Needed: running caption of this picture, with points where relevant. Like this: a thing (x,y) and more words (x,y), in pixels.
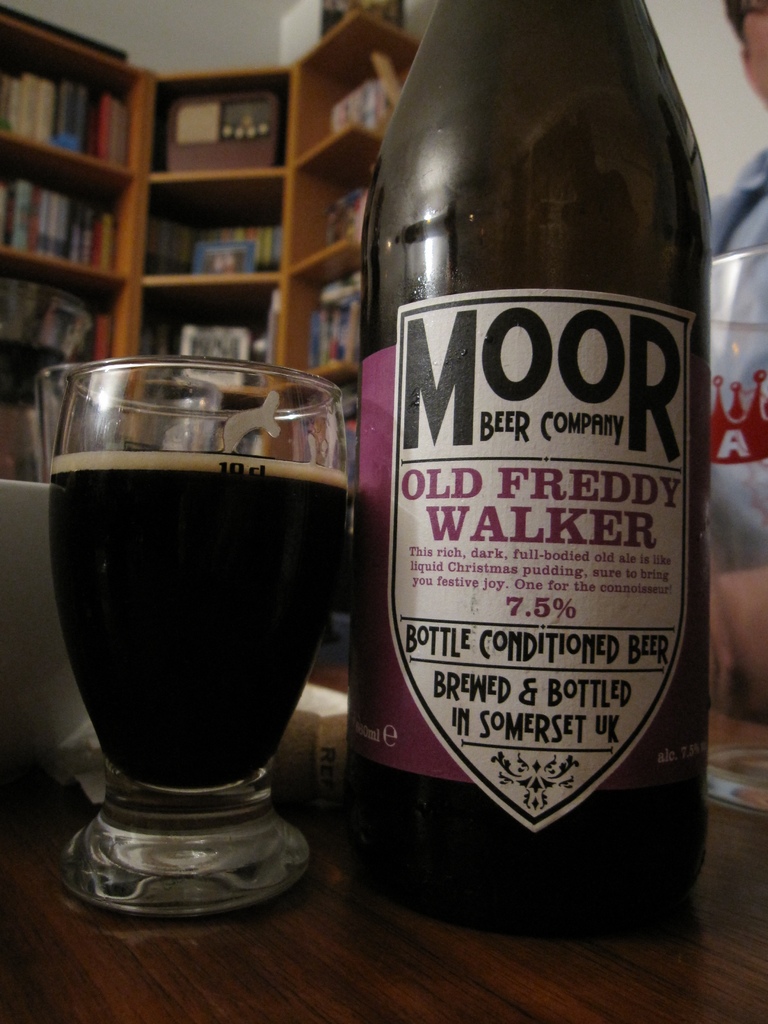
In this picture we can see one bottle (439,573) and glass (209,695) on the table (500,943), back side there is a bookshelf (280,297).
